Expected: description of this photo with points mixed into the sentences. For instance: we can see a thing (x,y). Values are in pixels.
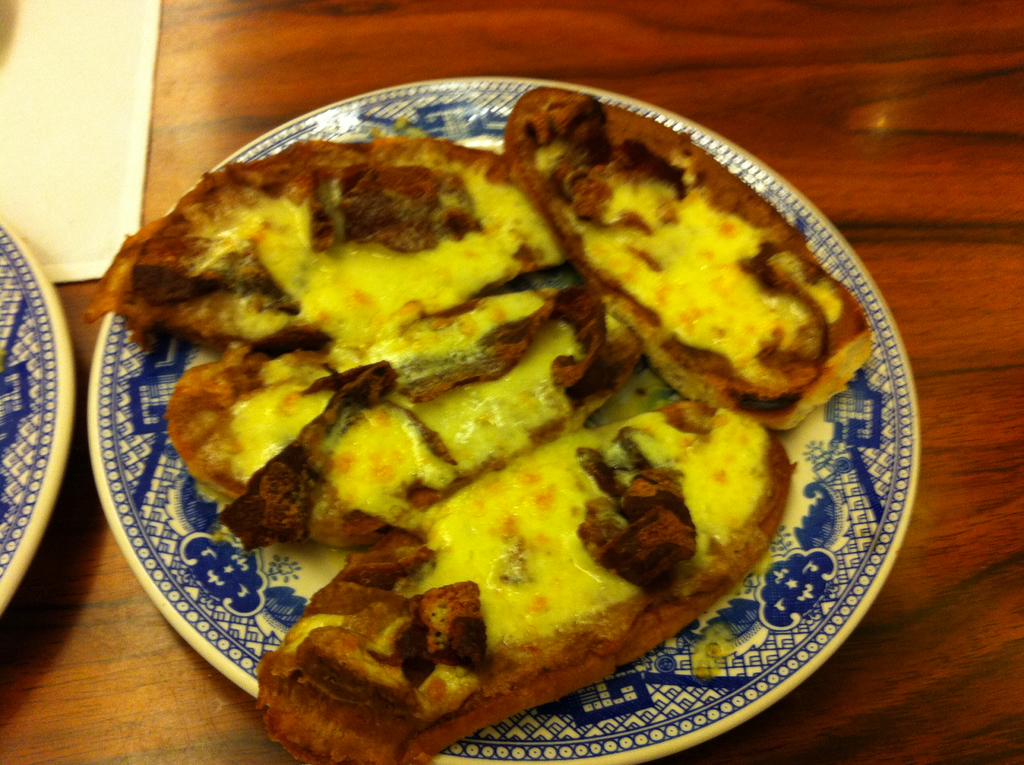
In this image we can see a plate (766,553) with a food item (643,231) placed on the table (977,644) and there is a white colored object (106,68) on the table (634,85).
